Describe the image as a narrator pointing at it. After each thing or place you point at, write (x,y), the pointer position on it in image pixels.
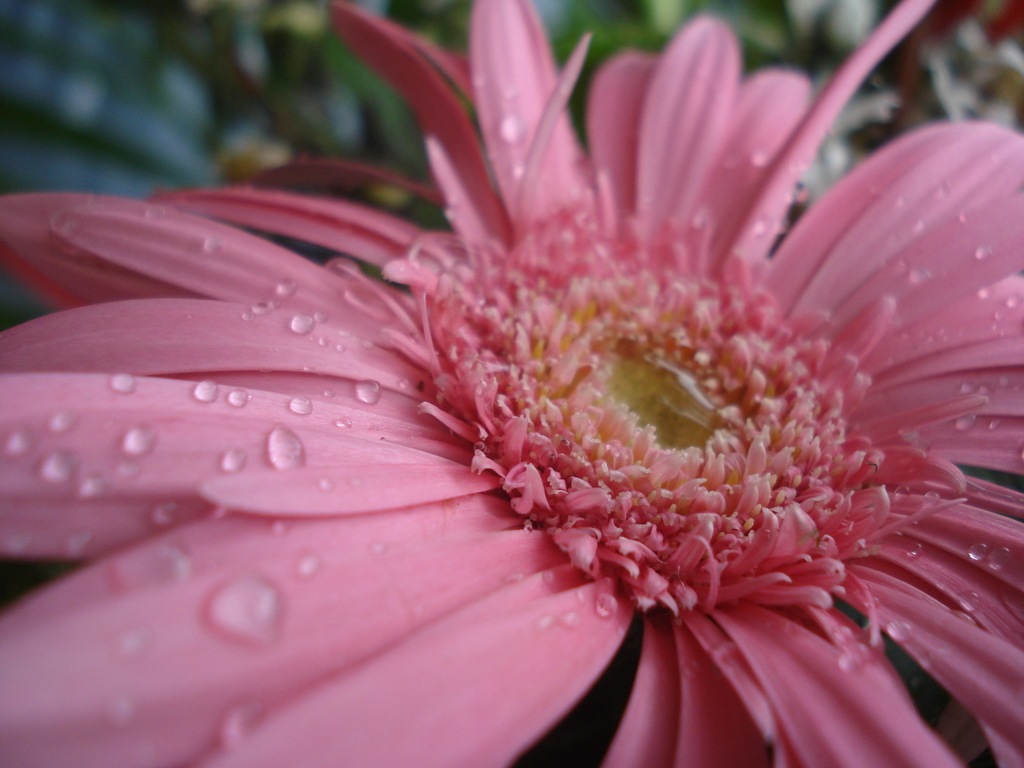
In the picture we can see a flower (599,592) on it, we can see some water droplets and in the background (182,19), we can see some plants (182,19) which are not clearly visible.
